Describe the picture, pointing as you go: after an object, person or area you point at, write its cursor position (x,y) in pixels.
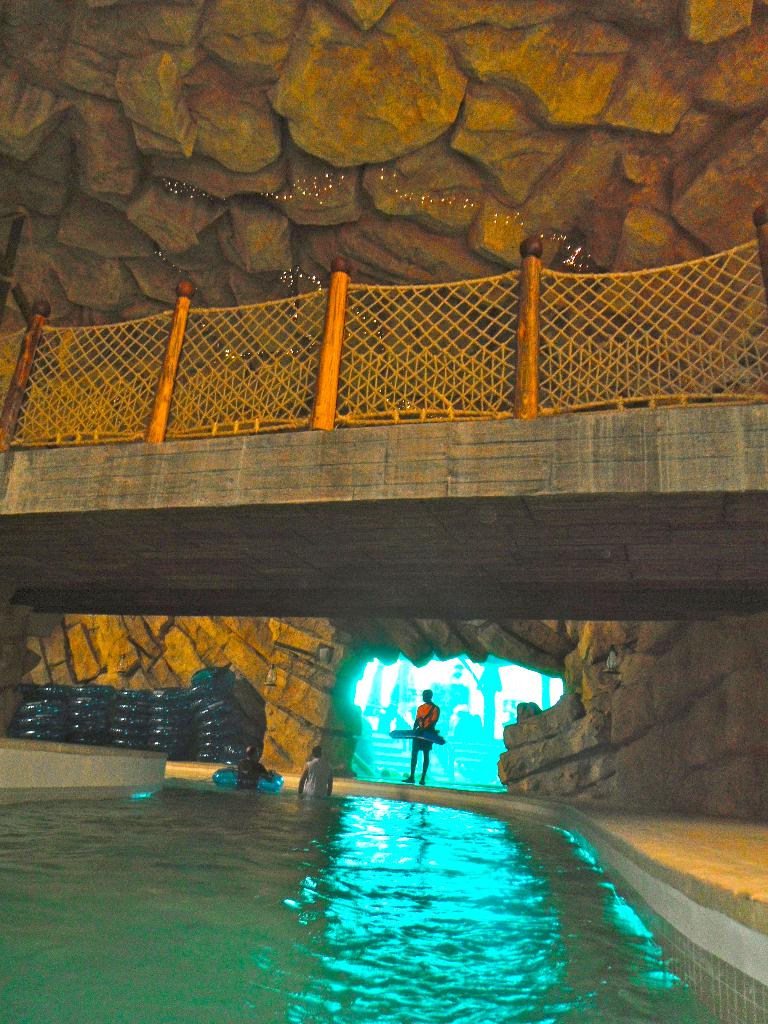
In the foreground of the picture (324,859) there is water (295,830). In the center of the picture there are people (421,748) and air balloons (190,716). At the top (203,338) there is railing (358,373) and stones (464,223). In the center of the background (398,716) there are buildings (471,719).
